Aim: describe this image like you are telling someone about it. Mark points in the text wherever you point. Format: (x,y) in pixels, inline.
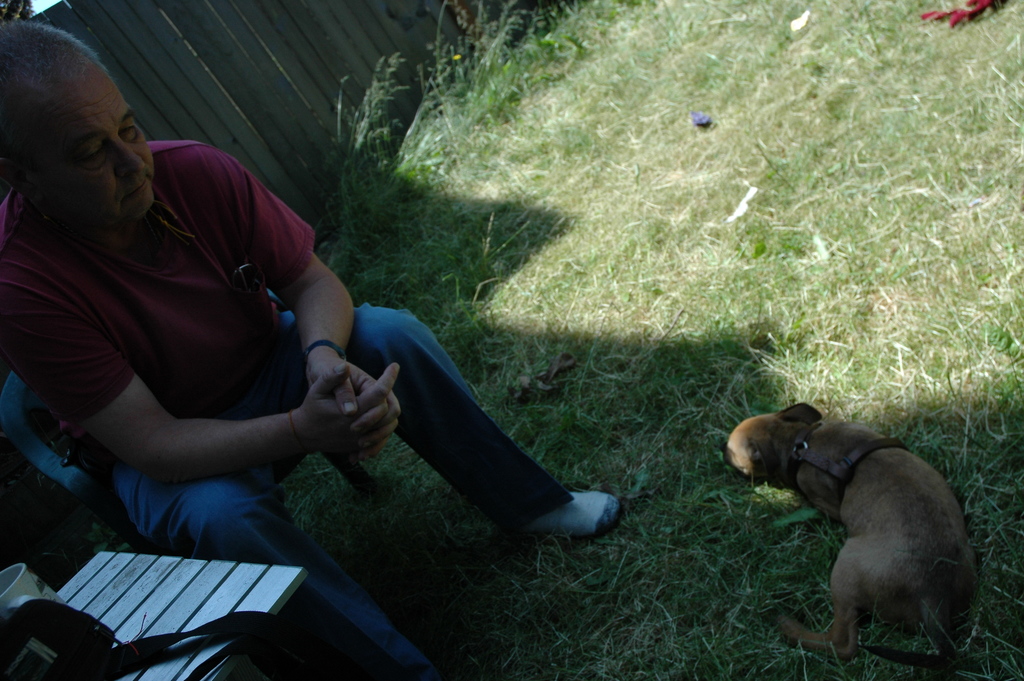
In this image we can see a person (285,360) sitting on a chair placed on the ground (574,555). To the right side of the image (886,489) we can see a dog (881,507) lying on the ground (389,607). In the foreground (98,663) we can see a table (265,606) containing a bag (11,616) and a cup (11,594) on it. In the background (332,50), we can see a fence (205,120).
